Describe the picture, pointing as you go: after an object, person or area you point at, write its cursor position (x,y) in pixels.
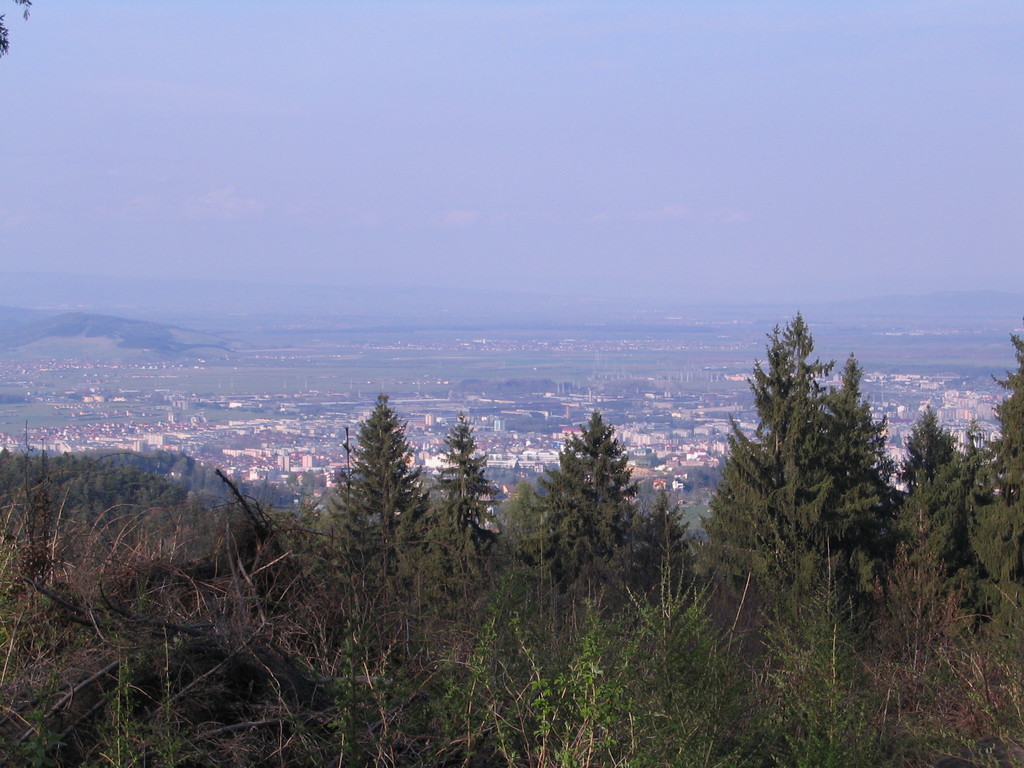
In the foreground of the image (510,645) we can see the trees (472,563). In the middle of the image (549,452) we can see the buildings (488,421) and trees (532,387). On the top of the image (527,117) we can see the sky (392,171).
